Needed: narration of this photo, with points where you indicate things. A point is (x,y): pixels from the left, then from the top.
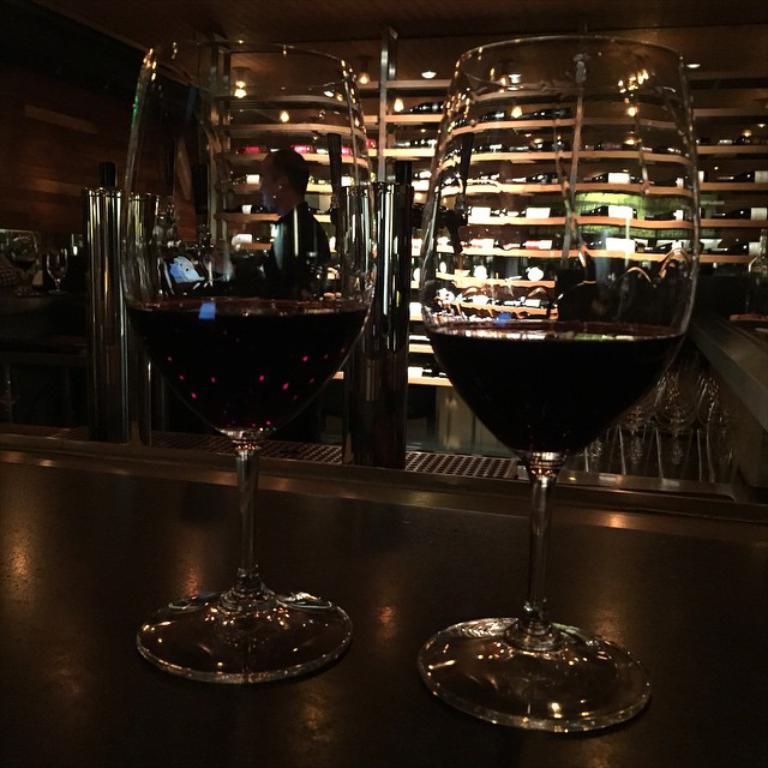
There are two glasses (221,292) with some liquid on the table (321,588). In the background of the image (246,217) there are shelves (753,147). There is a person (264,177).
